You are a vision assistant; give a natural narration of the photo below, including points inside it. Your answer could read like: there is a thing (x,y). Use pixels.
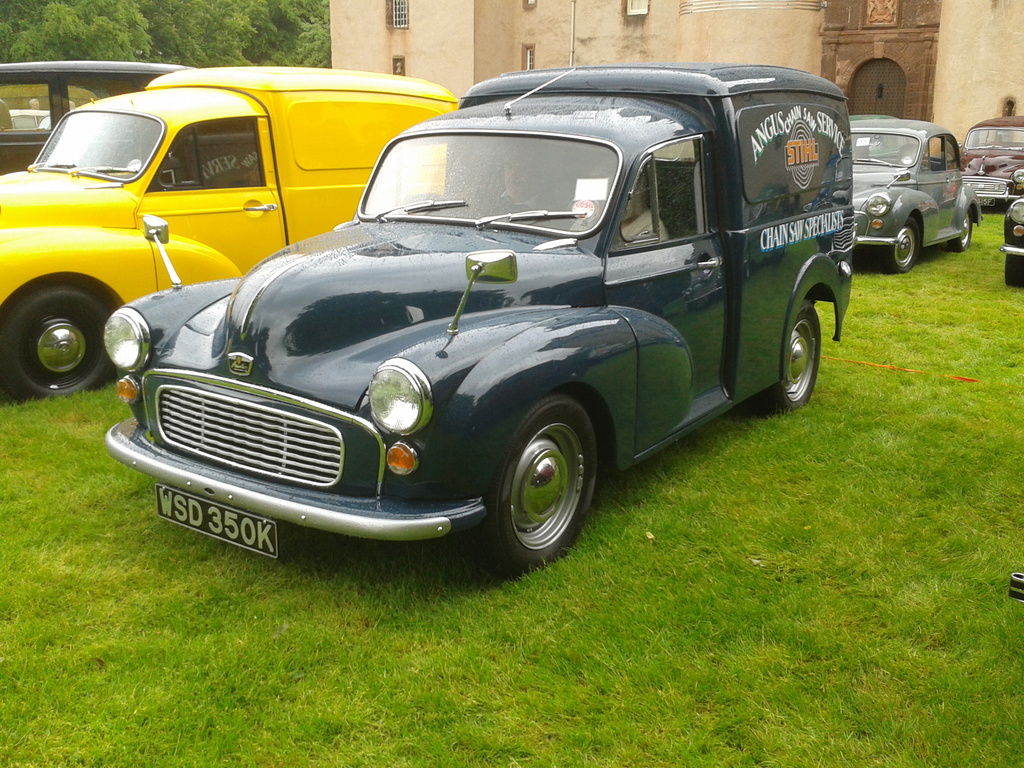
In this image I can see the vehicles (572,212) are on the grass (470,689). The vehicles (338,392) are in different colors. In the background (789,11) I can see the building (517,24) with windows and many trees (173,17).
